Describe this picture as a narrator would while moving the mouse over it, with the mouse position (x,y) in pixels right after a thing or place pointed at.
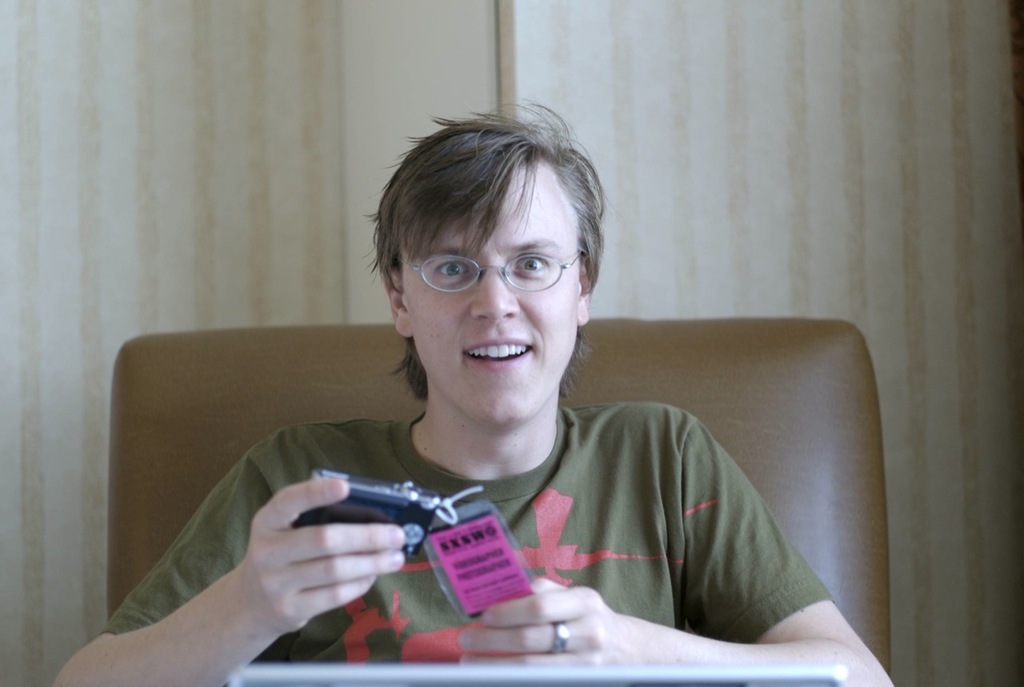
In the picture we can see a man (647,628) sitting on the chair (145,455) near the table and holding something in his hands (364,573) and he is wearing a green color T-shirt (723,503) with some designs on it and in the background (110,69) we can see a wall (71,227) with some cream colored lines (250,126) on it.
